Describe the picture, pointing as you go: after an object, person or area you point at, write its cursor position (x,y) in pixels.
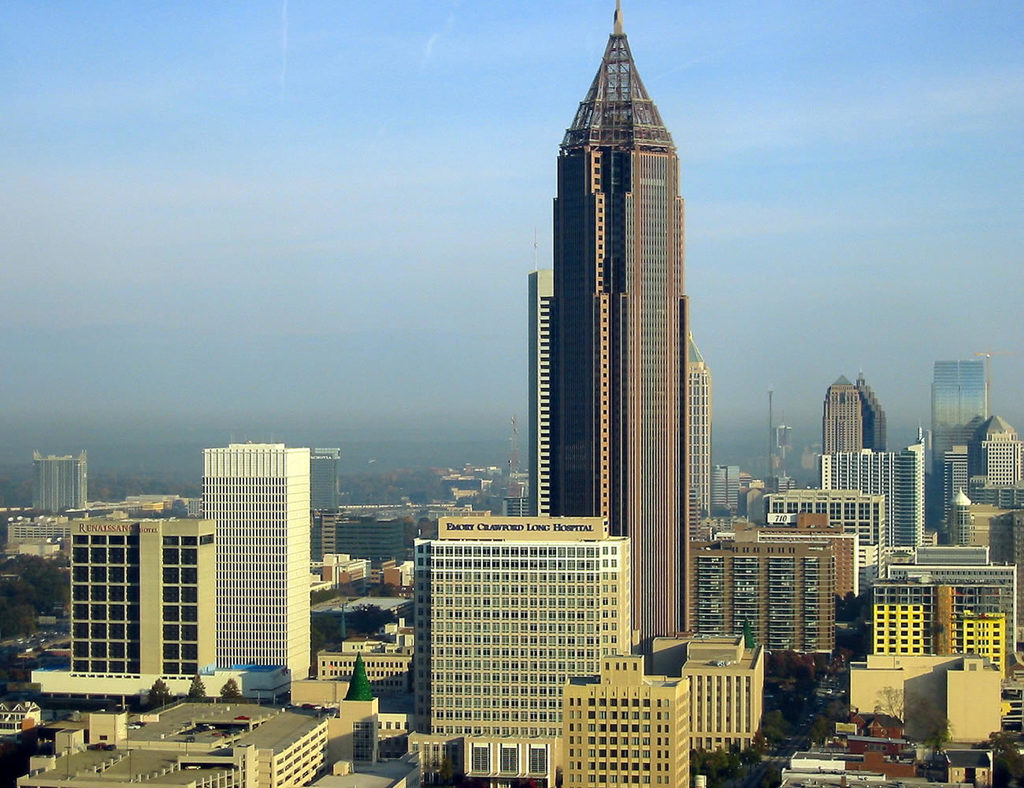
In this image at the bottom (327,678) there are some buildings (410,570) and skyscrapers (461,635) and some trees (436,477), in the background (44,552) there are some buildings (855,407). On the top of the image (442,173) there is sky (879,228).
